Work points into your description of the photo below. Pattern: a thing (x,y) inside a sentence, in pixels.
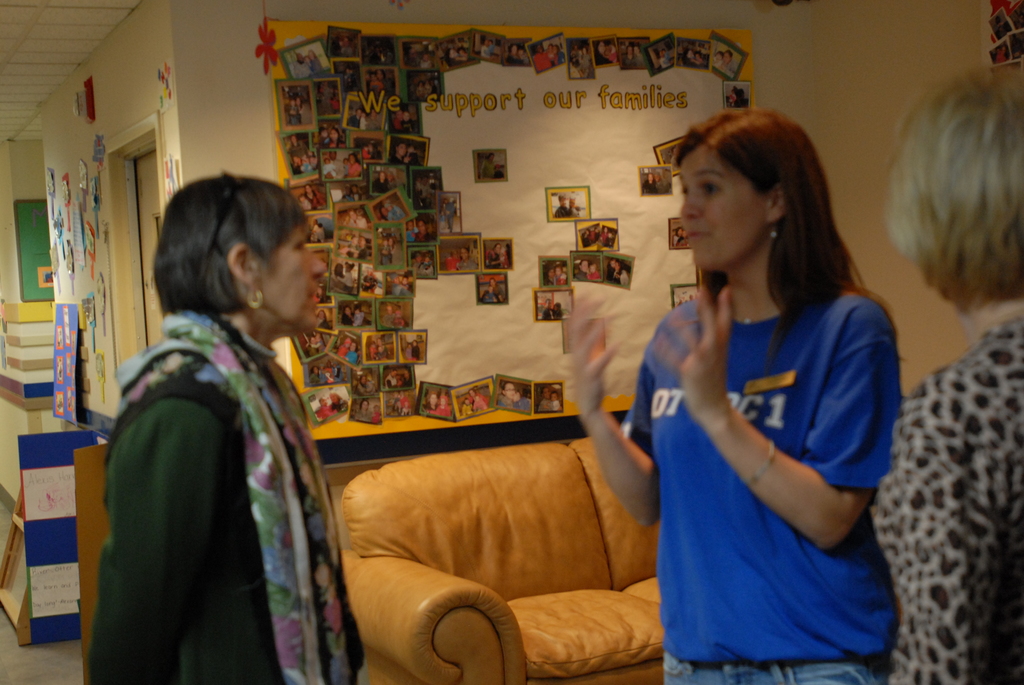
In this image we can see three women (250,485) are standing. One is wearing green color dress (194,523) and the other one is wearing blue t-shirt (820,384) with jeans (702,681) and third woman (942,459) is wearing leopard print top (934,512). Behind them one sofa (501,542) and one banner (534,143) is attached to the wall (246,89) and in the banner (366,160) so many photos (408,167) are there. Left side of the image (14,548) stand (40,525) is present.
